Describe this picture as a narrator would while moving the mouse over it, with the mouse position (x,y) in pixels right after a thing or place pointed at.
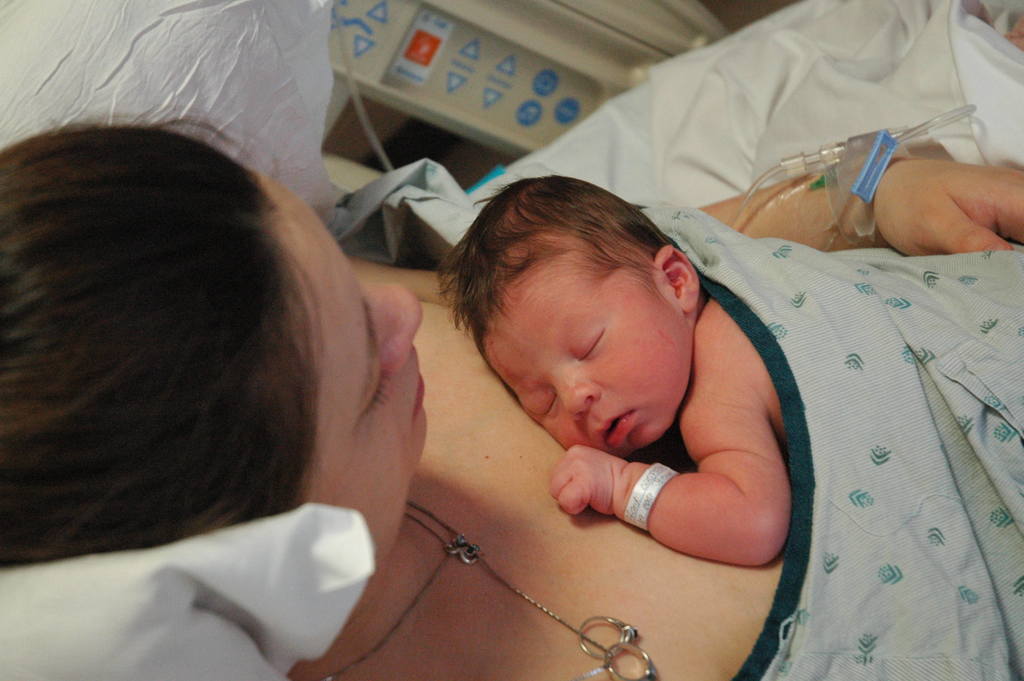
In this image we can see a kid (772,407) lying on a woman (160,173). Here we can see a pillow (339,552), clothes (859,542), rings (626,631), chain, and other objects (719,148).
